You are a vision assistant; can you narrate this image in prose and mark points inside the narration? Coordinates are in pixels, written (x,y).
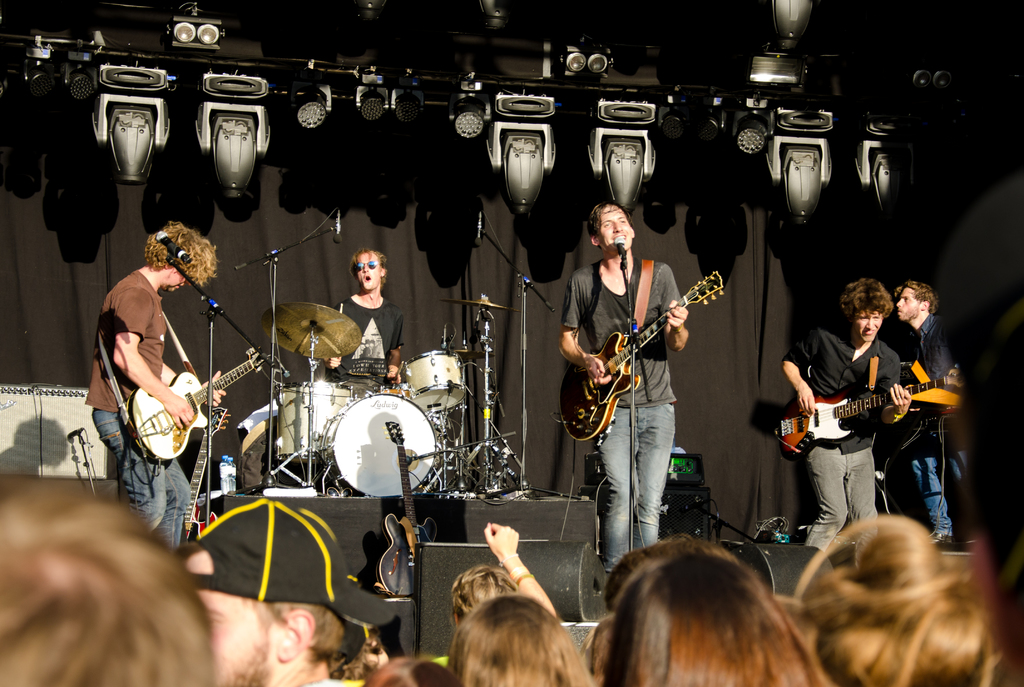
This is a picture, In the picture there are group of people (953,469) on the stage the people (586,326) performing the music and the man (637,271) standing is singing and also holding the guitar (643,335). Backside of the man (589,360) there is other man (370,335) who is playing the drums (361,397) and there are the other (880,393) who also playing the guitar (873,397). Background of this people (891,364) there is a black curtain (730,263) and in front of this people (615,429) there are people (735,617) who are watching the performance. The top of the roof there is a light (216,143).
